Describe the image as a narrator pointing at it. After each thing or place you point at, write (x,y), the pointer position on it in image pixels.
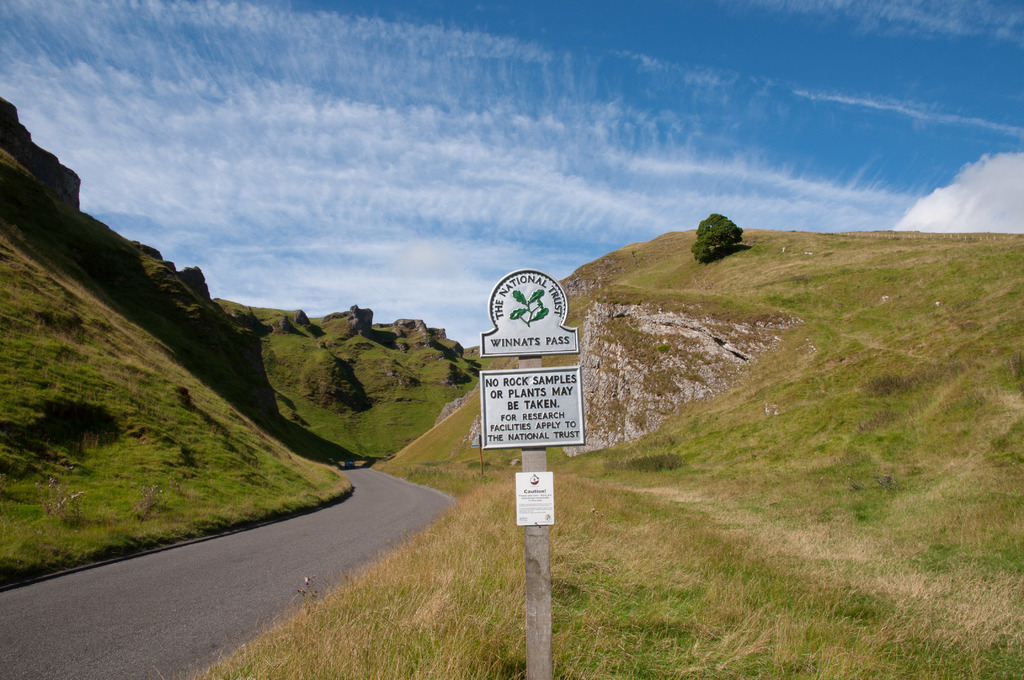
In this image we can see a road (125,648) in the middle of the mountains (315,392) and a plant (710,238) on the mountain (702,391), there are boards (486,351) with text (533,434) to a pole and the sky (736,173) with clouds (955,200) in the background (607,181).
